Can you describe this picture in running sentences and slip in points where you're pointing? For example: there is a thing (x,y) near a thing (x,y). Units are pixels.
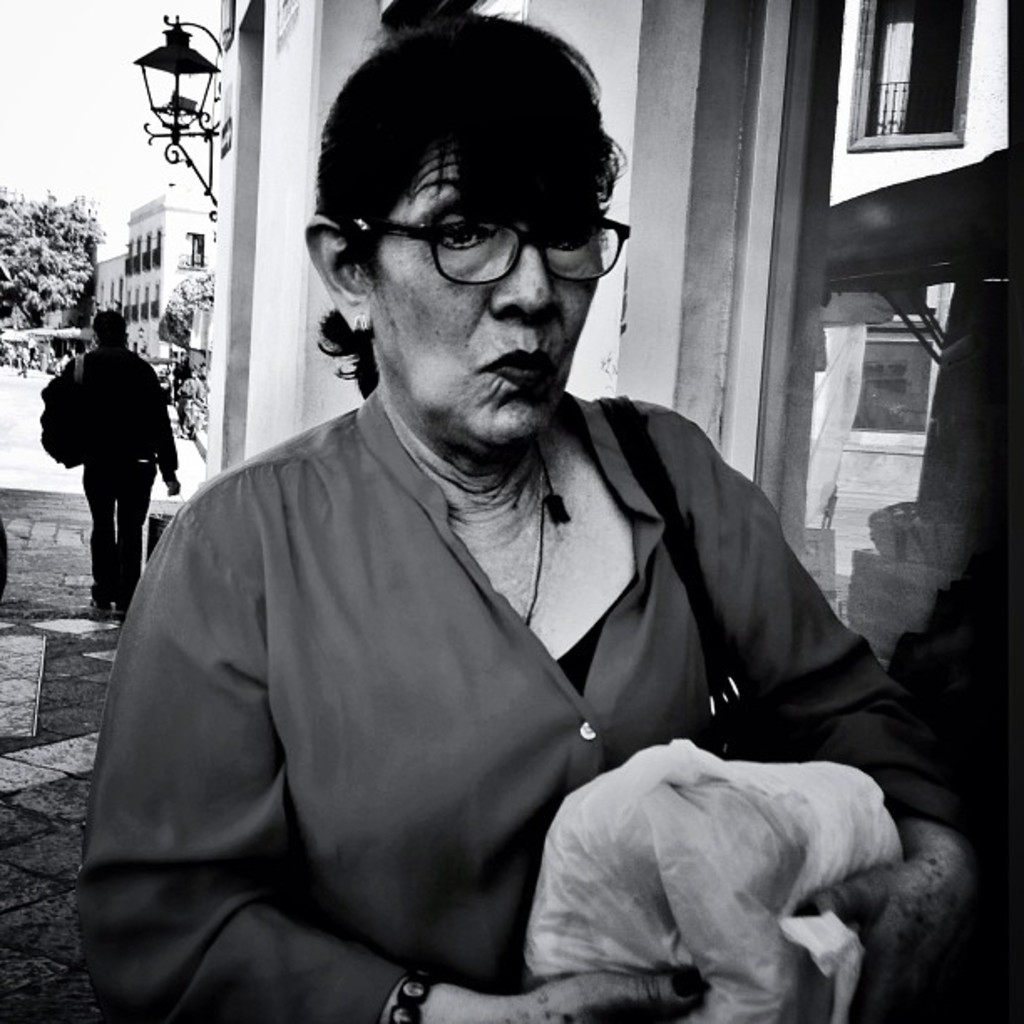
In this image I can see two people (248,531). In the background (140,297), I can see the buildings (109,268) and trees (60,268). I can also see the image is in black and white color.
